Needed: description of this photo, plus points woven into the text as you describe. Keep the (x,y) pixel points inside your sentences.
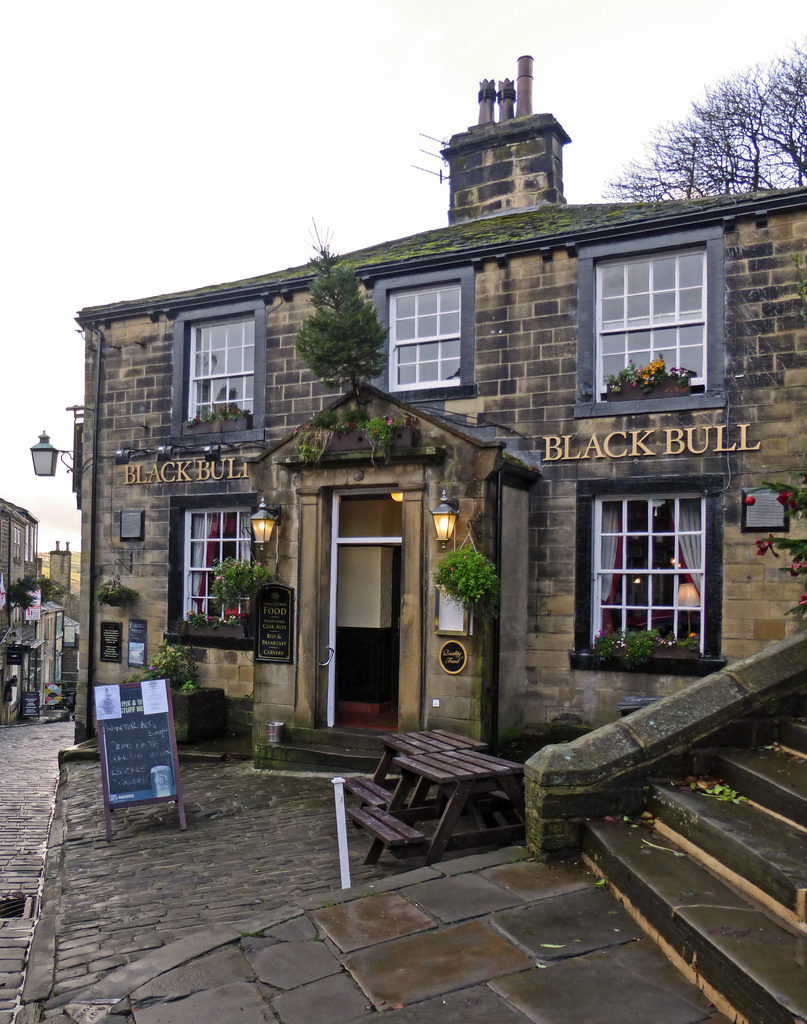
In this picture we can see brown house (600,545) with white glass windows (632,311) and wall lights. In the front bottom side we can see some steps (644,822). In the background (705,160) there is a dry tree (700,157) and sky (687,126).
